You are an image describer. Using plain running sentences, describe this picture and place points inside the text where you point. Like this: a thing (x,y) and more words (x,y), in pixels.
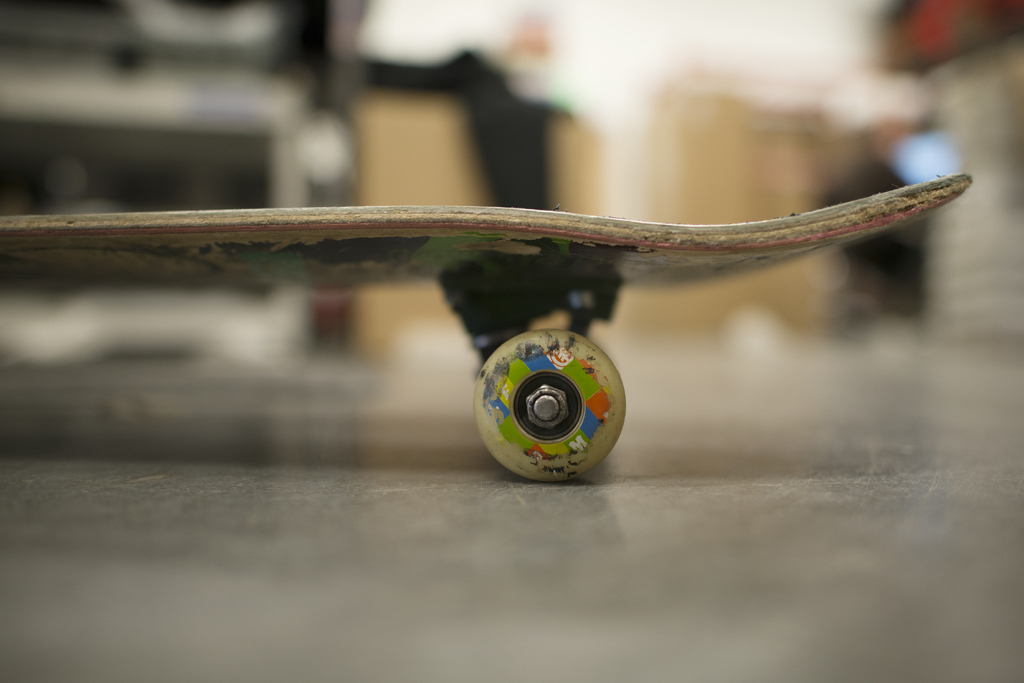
In this image we can see there is a skateboard (215,271). The background (761,132) is blurred.
